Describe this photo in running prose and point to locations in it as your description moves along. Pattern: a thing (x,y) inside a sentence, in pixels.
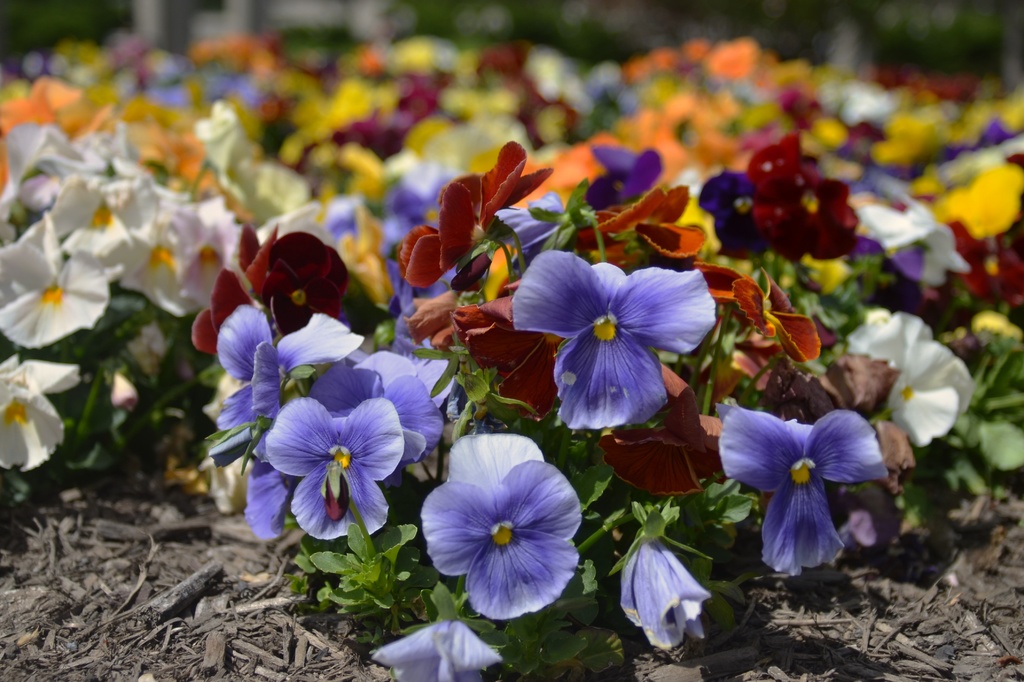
In this image there are different types of flowers (76,301), and at the bottom (138,598) there is some scrap (760,642).
